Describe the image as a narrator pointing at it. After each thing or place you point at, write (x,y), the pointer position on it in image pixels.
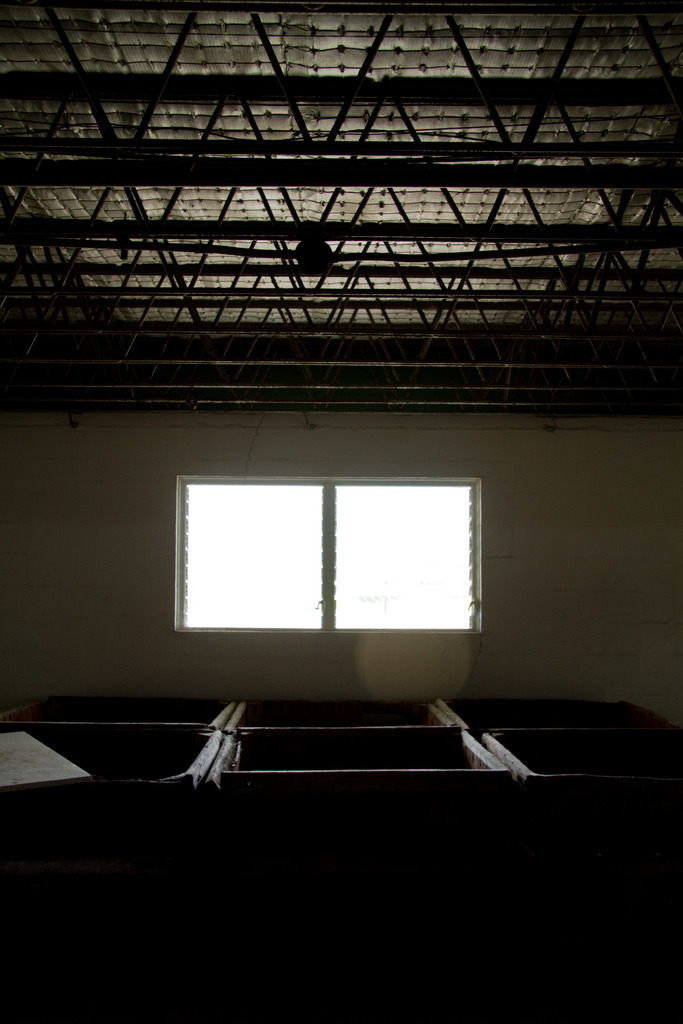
In this picture, there are some objects (446,788) in the foreground (437,842), there is a window (418,621) and a roof (337,352) in the background (382,268).
